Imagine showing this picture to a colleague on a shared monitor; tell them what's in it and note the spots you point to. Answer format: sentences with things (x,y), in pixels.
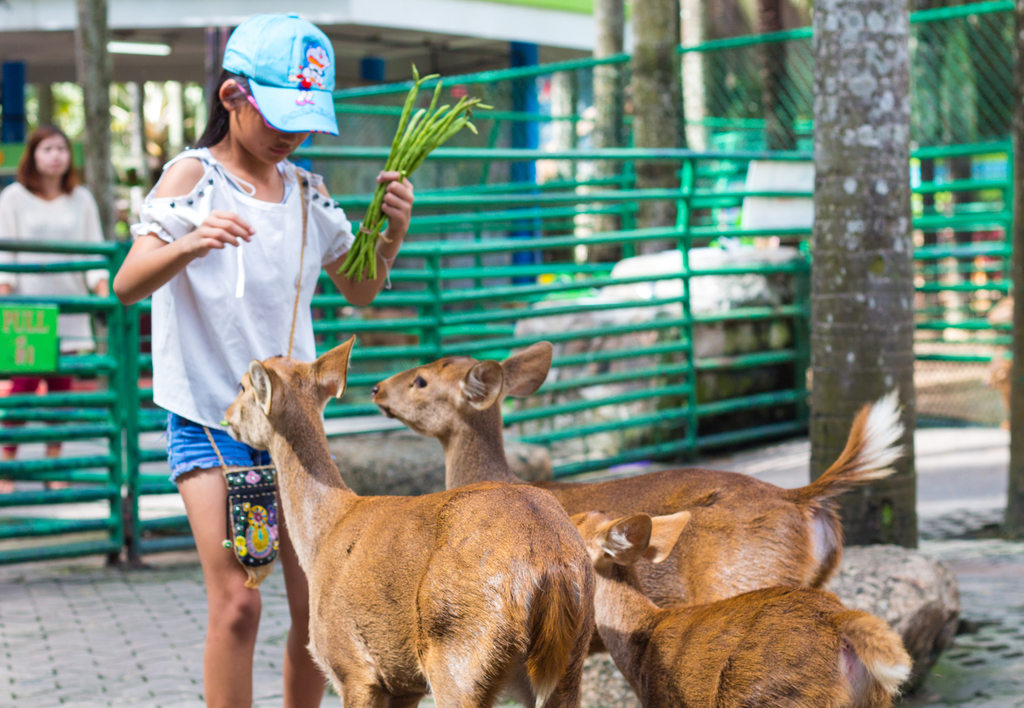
In this picture we can see some deer (240,400), one girl (234,226) is standing and holding leaves (352,257), behind we can see fencing (400,350), we can see woman (66,212) standing at back (54,160), around we can see some trees (651,187) and walls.
